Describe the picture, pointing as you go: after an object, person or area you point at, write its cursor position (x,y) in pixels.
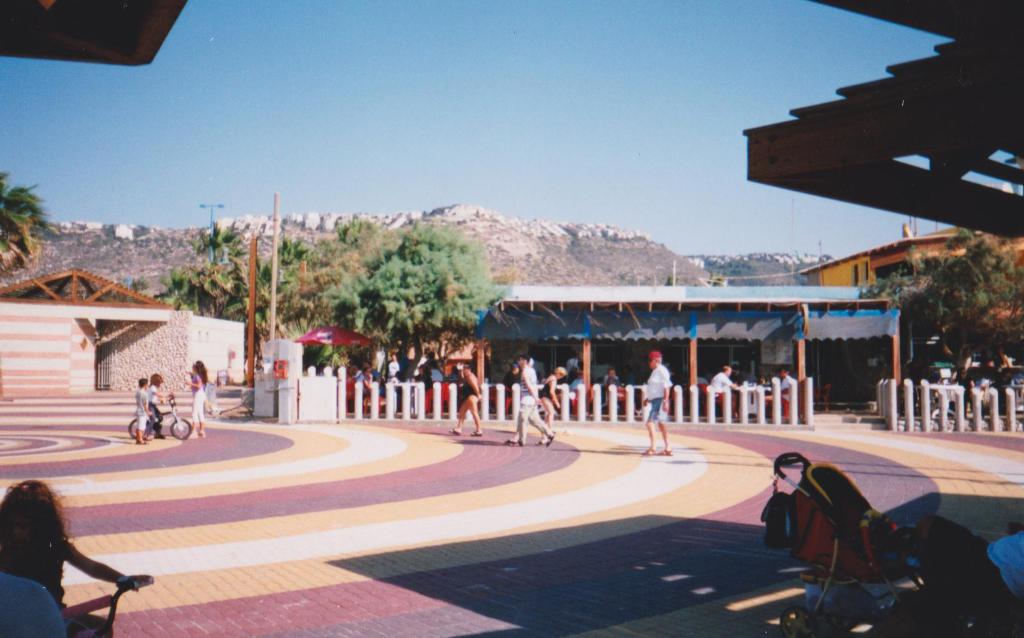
In this image we can see a group of people (200,424) standing on the floor (540,482). We can also see a child (153,423) riding bicycle (166,426). On the bottom of the image (799,588) we can see a trolley (856,580) and a child (56,588). On the backside (579,372) we can see a group of people (574,385) sitting under a roof (507,337). We can also see an outdoor umbrella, some houses (582,356) with roof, a group of trees (378,332), a fence (455,400), street poles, the hills (195,247) and the sky (463,135) which looks clear.
